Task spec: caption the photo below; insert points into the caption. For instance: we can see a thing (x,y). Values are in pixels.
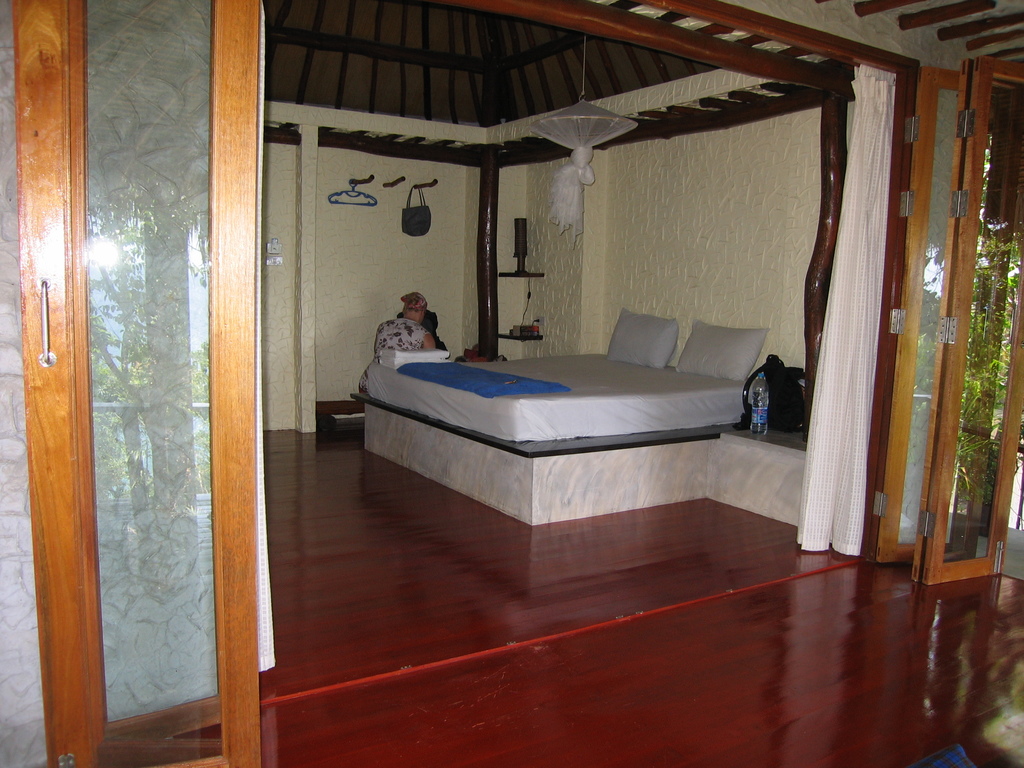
In the picture there is a bedroom (481,437), there is a bed (537,490) and there are pillows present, beside the bed (681,403) there is a bag (772,420), there is a bottle (756,388), there is a person (385,341) sitting beside the bed (461,454), on the wall (354,198) there are hangers (354,198), there is a bag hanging on the hanger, there are glass doors (236,595) present, there are trees (967,390).
